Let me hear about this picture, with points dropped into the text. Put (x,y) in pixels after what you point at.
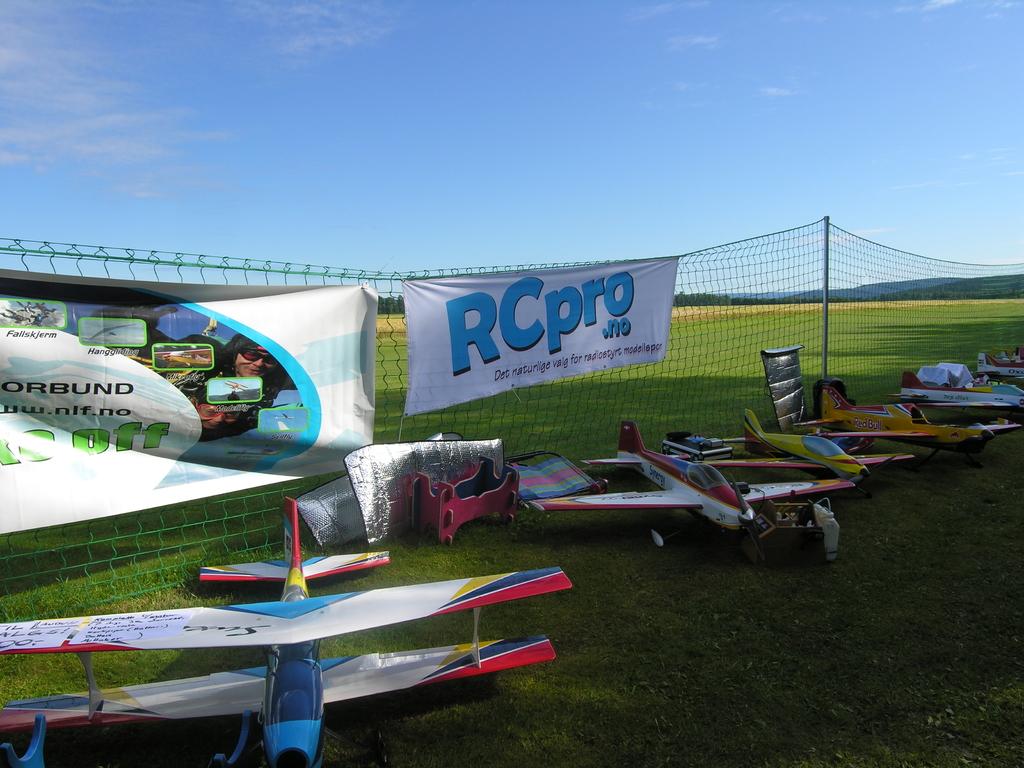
This picture is clicked outside. In the foreground (822,577) we can see the group of aircrafts (564,574) parked on the ground (701,634) and we can see the green grass (689,628) and some other objects (547,475) and we can see the mesh (771,279), metal rod (823,301) and the text (574,315) and some pictures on the banners (339,392). In the background (619,107) we can see the sky (738,93) and the trees (920,290) and some other objects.
